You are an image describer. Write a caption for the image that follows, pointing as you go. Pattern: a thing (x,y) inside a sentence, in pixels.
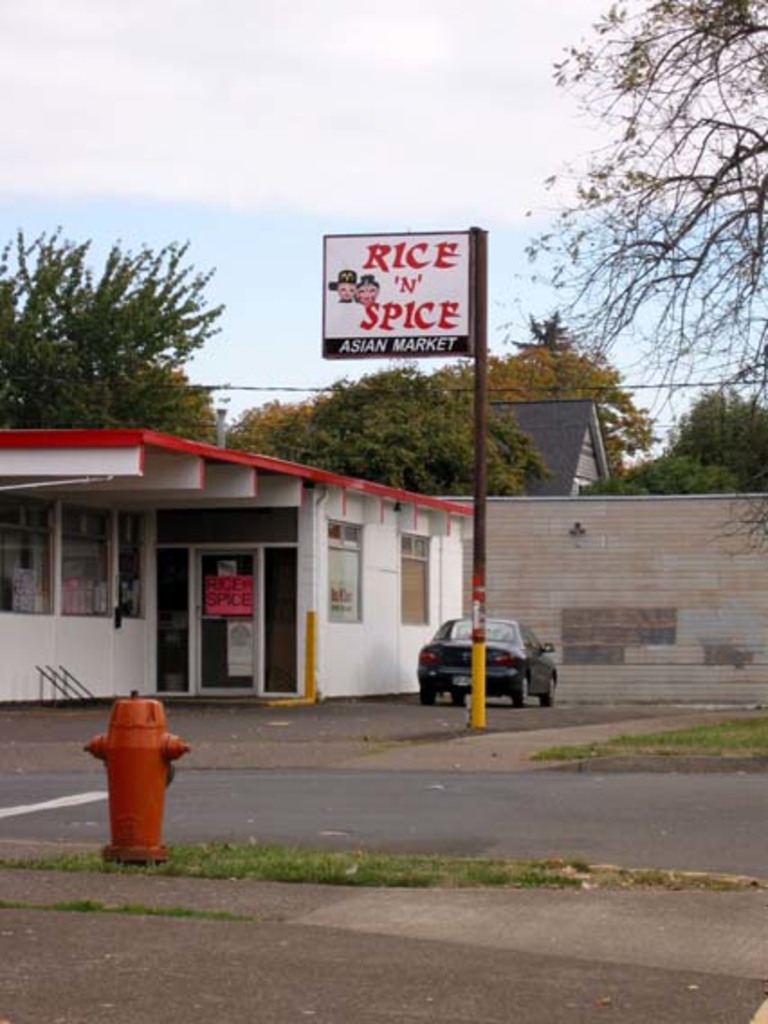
This image consists of road (89,788). To the left (163,773), there is a fire hydrant (120,789) in orange color. In the front (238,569), there is a small house (244,584). Beside that there is a black color car (499,667). In the middle (480,676), there is a pole (485,334) to which a board (413,319) is fixed. In the background (645,656), there are many trees (634,437) along with a wall (638,594). To the top (201,146), there are clouds (187,187) in the sky (196,145).
